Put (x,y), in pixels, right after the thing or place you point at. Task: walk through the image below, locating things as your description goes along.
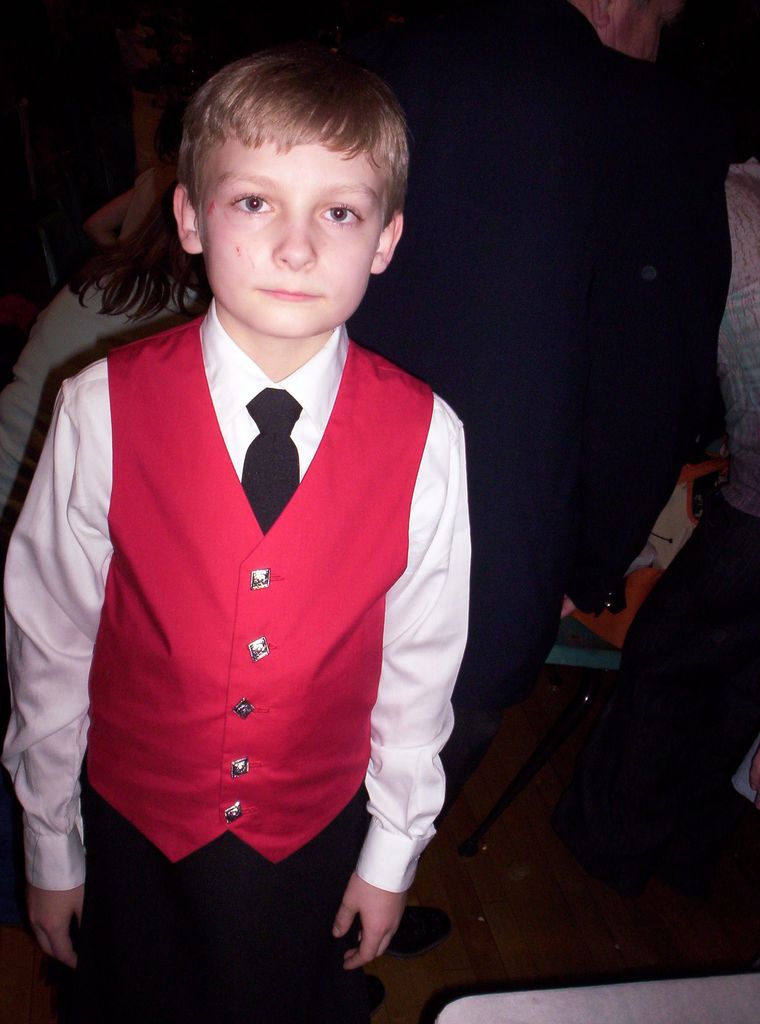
In this image a boy (406,482) wearing white shirt (434,482), red coat (382,495), black tie (265,497) and black pant (233,924) he is standing, in the background (639,373) there are people (583,288) standing.
